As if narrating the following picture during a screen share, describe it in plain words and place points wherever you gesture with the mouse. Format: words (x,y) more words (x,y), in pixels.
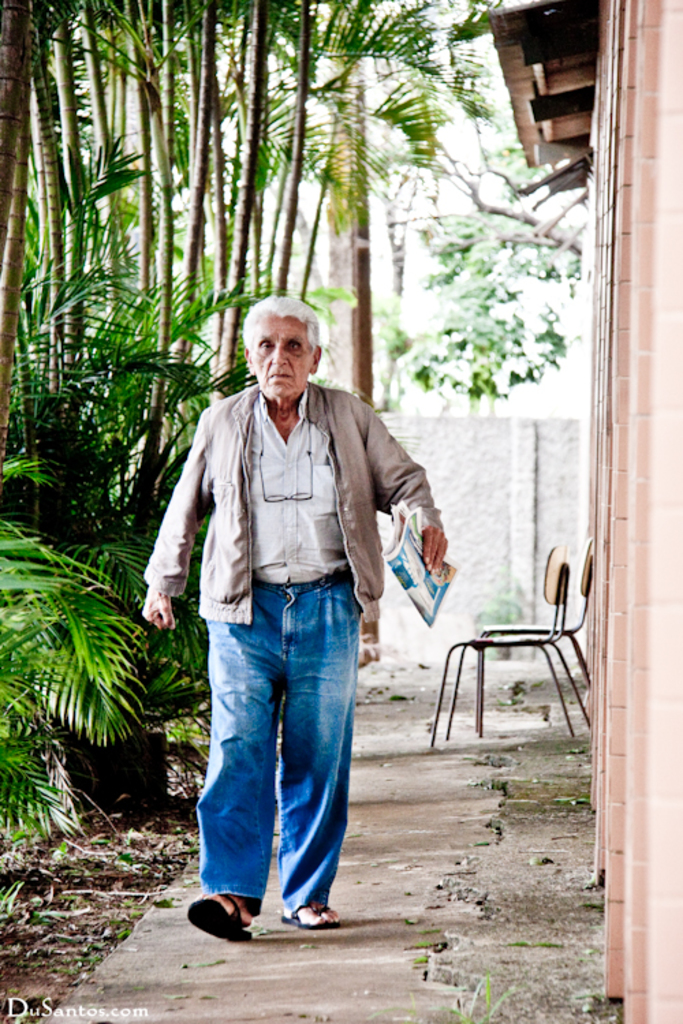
In this image i can see an old man (232,575) walking. He is holding a newspaper (403,570). He is wearing a pair of jeans (316,795) and slipper (247,933). Behind him there are trees (67,500) and the right side (651,530) to him is a building (623,545), next to that are two chairs (516,625).
